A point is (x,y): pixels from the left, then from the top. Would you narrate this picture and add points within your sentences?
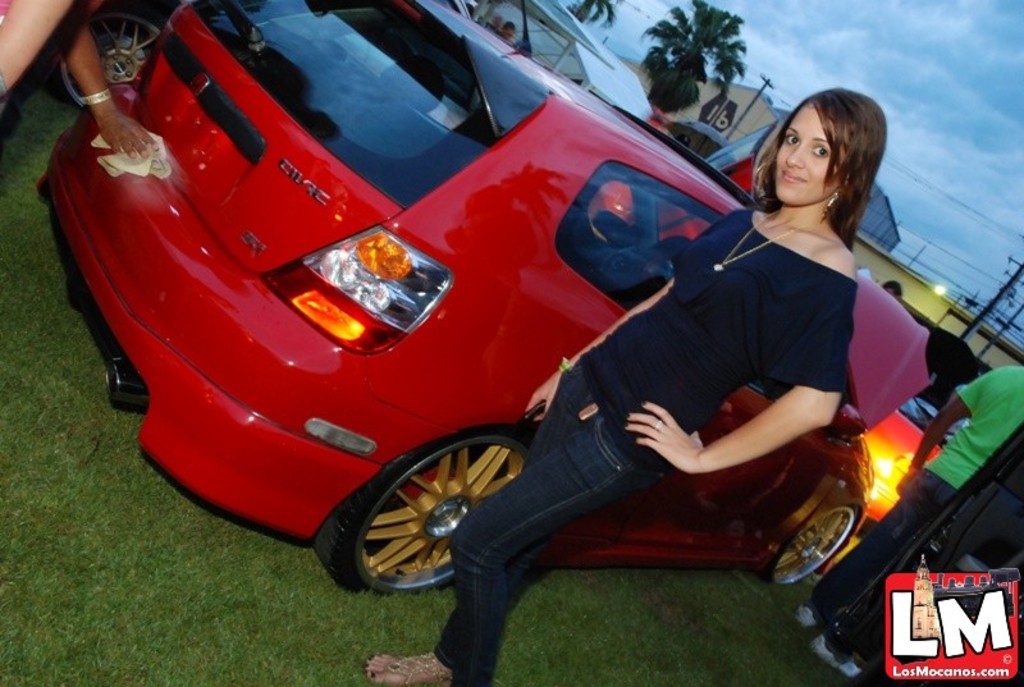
In the foreground of the picture (721,350) there is a woman (652,324) standing near a car (601,242). On the left (93,82) is a person's hand (110,103). On the right (966,462) there are cars (1002,452) and man (979,450) standing. In the background (607,39) there are trees (693,67), poles (763,81), cables (967,269), lights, people (514,28), tents (571,23) and buildings (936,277). Sky (942,107) is cloudy.
